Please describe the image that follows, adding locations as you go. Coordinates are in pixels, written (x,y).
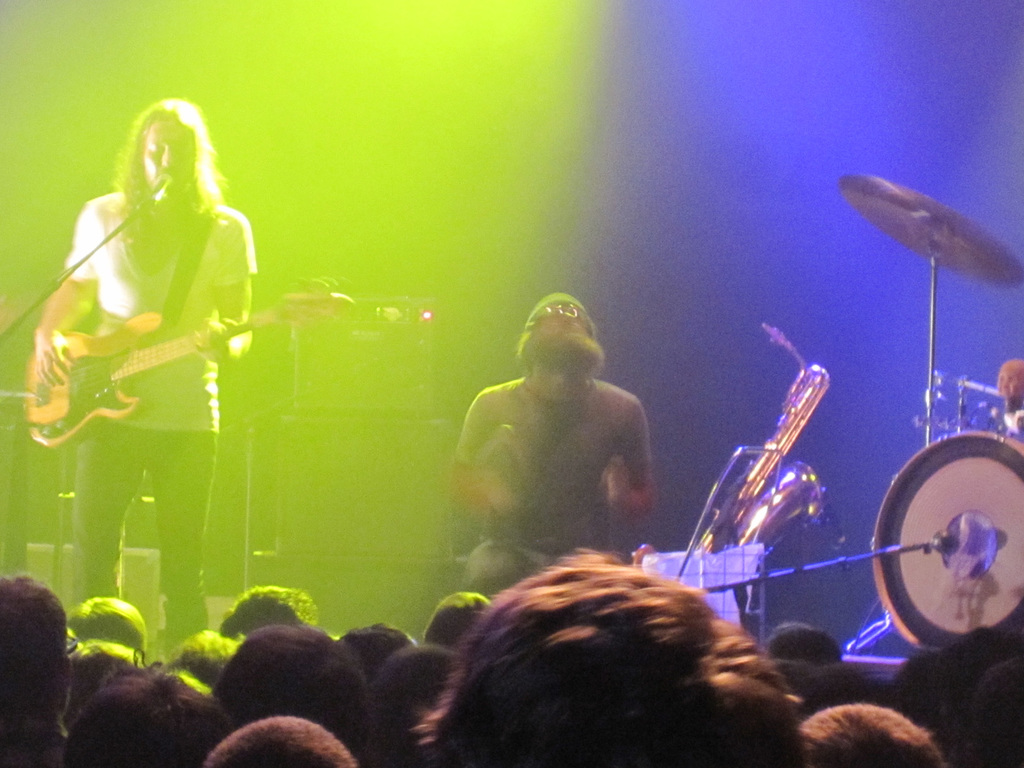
The picture is taken on the stage (388,549) where at the left corner (177,506) one person (151,370) is standing in white shirt (173,392) and playing a guitar (82,410) and singing song in front of microphone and another person (473,488) is sitting and there are some musical instruments (790,445) and drums (926,506) and in front of them there is crowd (519,689).
